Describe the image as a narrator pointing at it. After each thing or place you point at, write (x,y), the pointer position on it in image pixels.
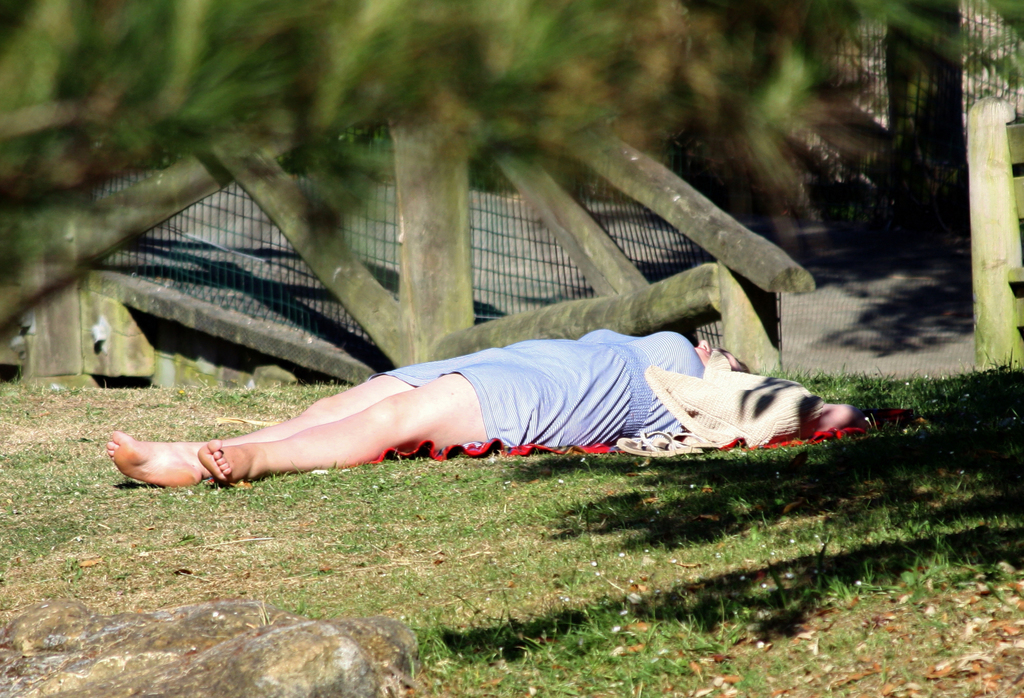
In this image there is one person (550,435) is lying on the surface (430,466) as we can see in middle of this image (489,372) is an wooden object (259,178) is at top of this image (430,196) and there are some stones (207,627) at bottom of this image (148,658) and there are some grass (579,568) in the background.
